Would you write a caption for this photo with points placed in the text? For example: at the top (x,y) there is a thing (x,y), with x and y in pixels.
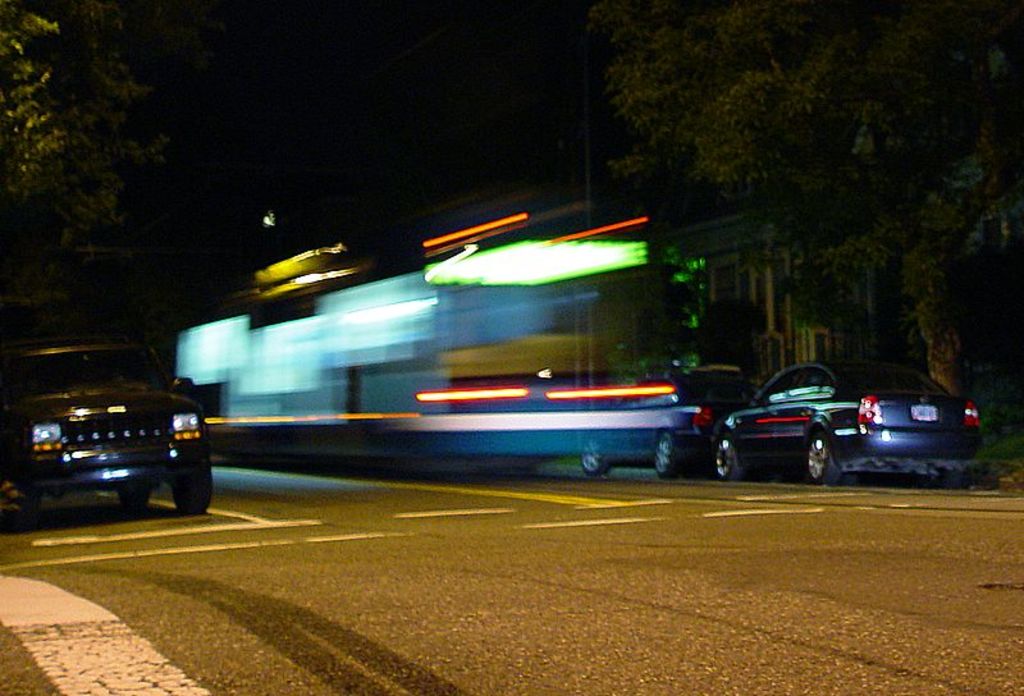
In this image in front (776,414) there are cars (787,396) parked on the road (630,574). In the background (749,249) there are trees (8,110), building (698,225) and sky (405,75).
